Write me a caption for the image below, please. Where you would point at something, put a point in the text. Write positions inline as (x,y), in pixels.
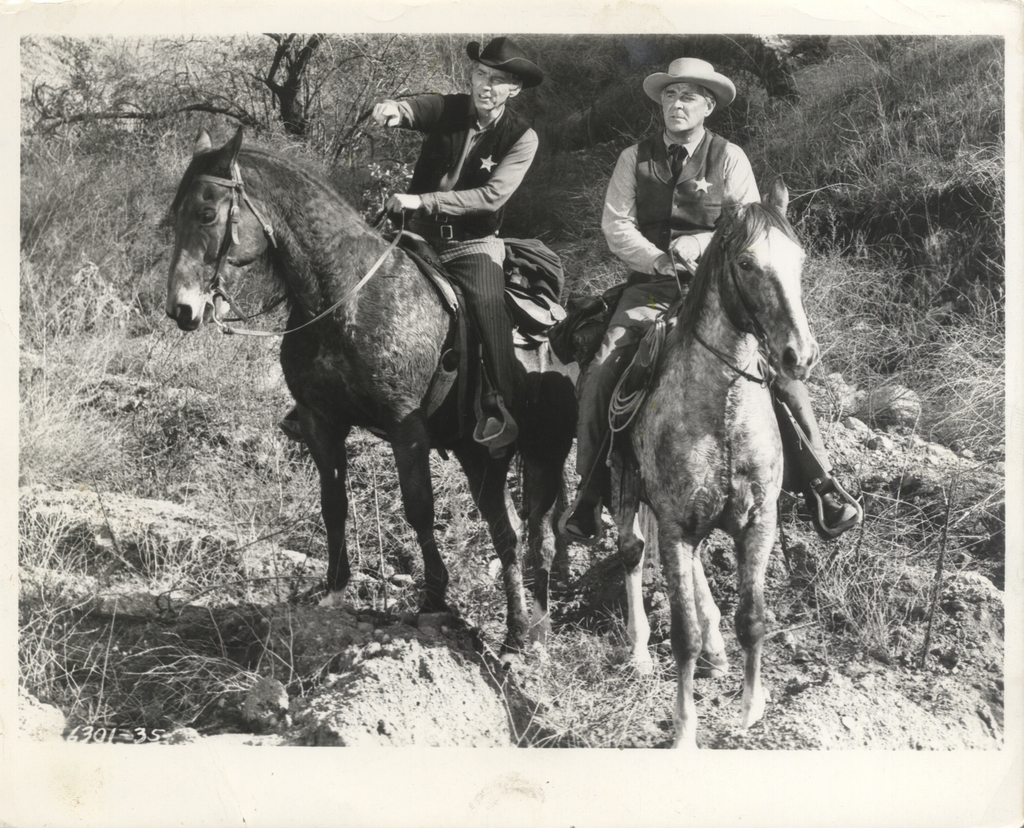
In the center of the image (417,415) there are two people (641,263) sitting on the horses (764,446). They are wearing hat (656,78). In the background (321,122) there are trees (220,107).
